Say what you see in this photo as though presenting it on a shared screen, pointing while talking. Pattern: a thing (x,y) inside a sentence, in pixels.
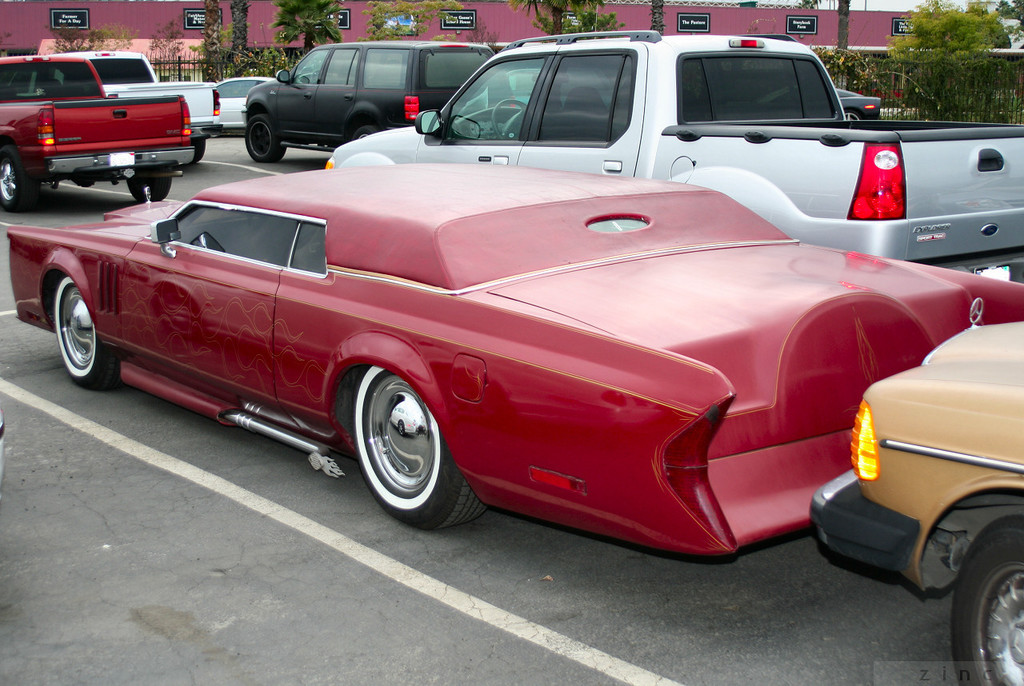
In this picture we can see a few vehicles (466,54) on the road (236,447). There is some fencing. We can see a few plants (121,37) behind this fencing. There are a few trees (444,12) and some board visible on a wall (702,7) in the background (322,21).
